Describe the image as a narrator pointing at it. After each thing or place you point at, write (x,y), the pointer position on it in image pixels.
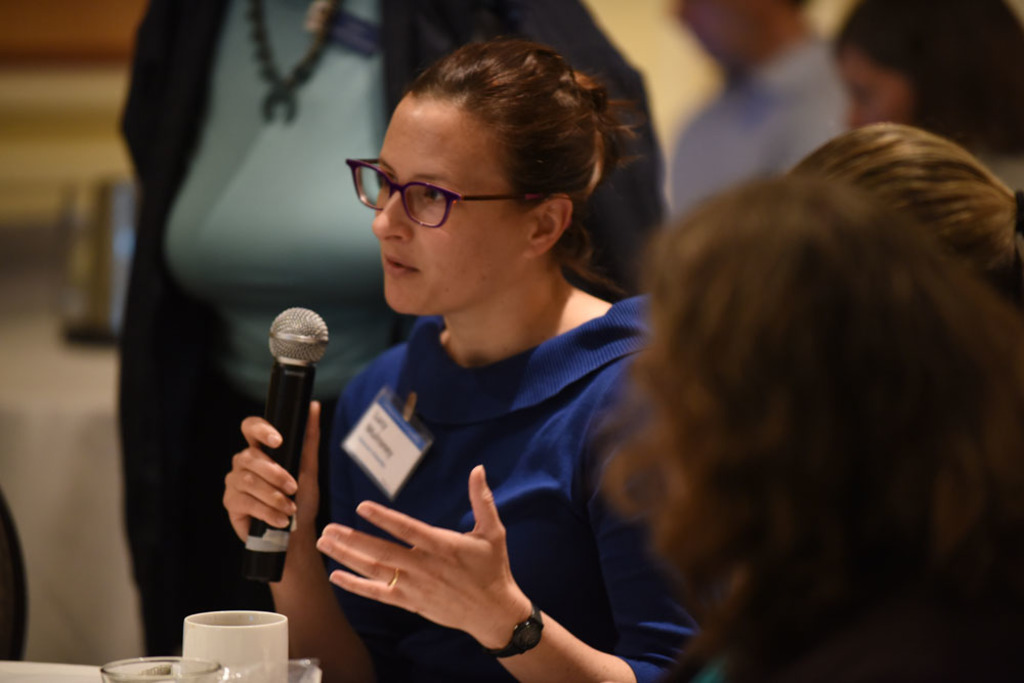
In this image there are a few people (815,133). In the center (531,437) there is a woman (518,488) sitting. She is wearing a watch (516,631). She is holding a microphone (287,433) in her hand (284,479). In front of her there are glasses (138,666) and a cup (230,633).
